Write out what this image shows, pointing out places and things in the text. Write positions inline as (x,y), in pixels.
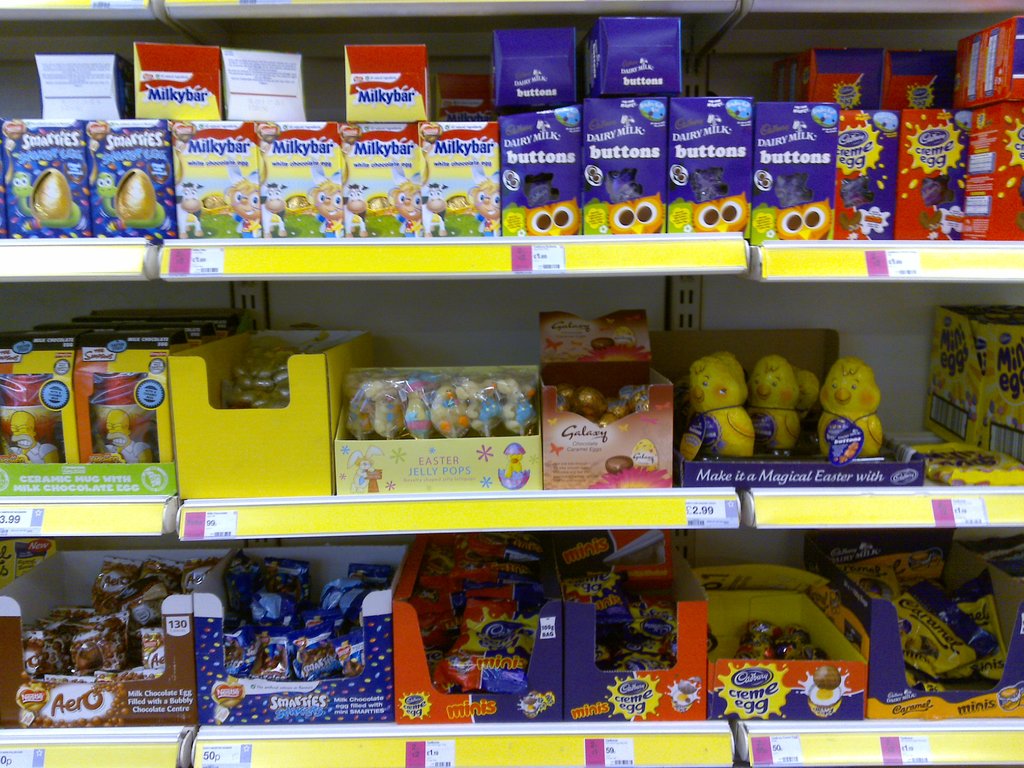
In this image, we can see some shelves (89,504) and food items (798,178) on it. There are labels (374,146) on each food item (123,472) and price tags (212,532) on shelves (601,262).
